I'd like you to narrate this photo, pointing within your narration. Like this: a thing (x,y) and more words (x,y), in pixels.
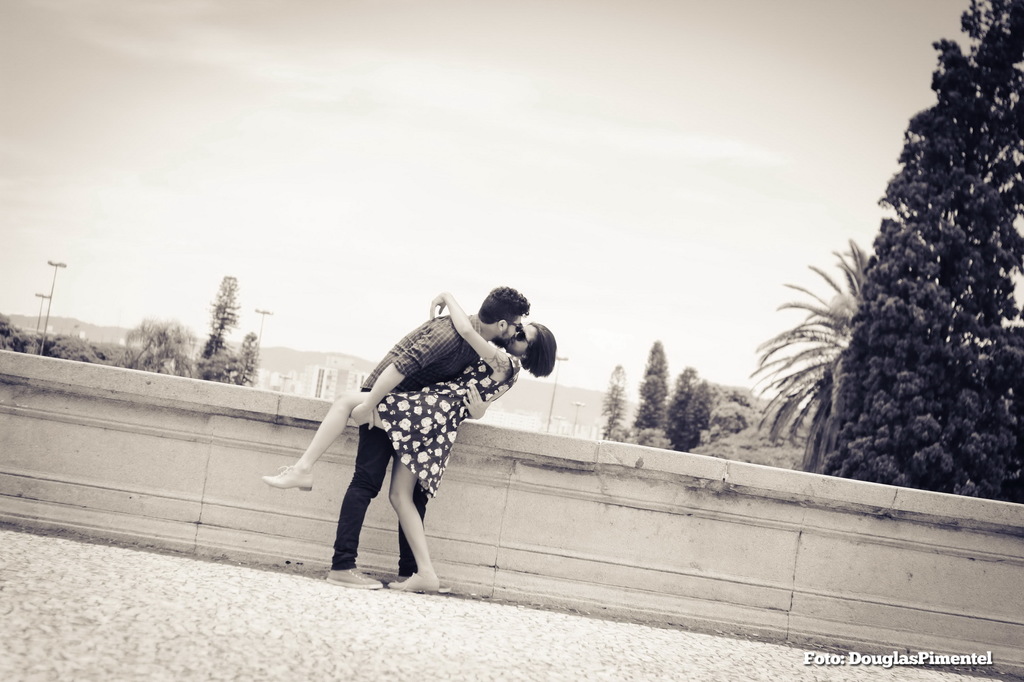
In this image I can see a man (444,366) and a woman (418,404) are kissing each other. In the background (873,368) I can see few trees (771,374), few poles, few buildings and the sky (426,195).
